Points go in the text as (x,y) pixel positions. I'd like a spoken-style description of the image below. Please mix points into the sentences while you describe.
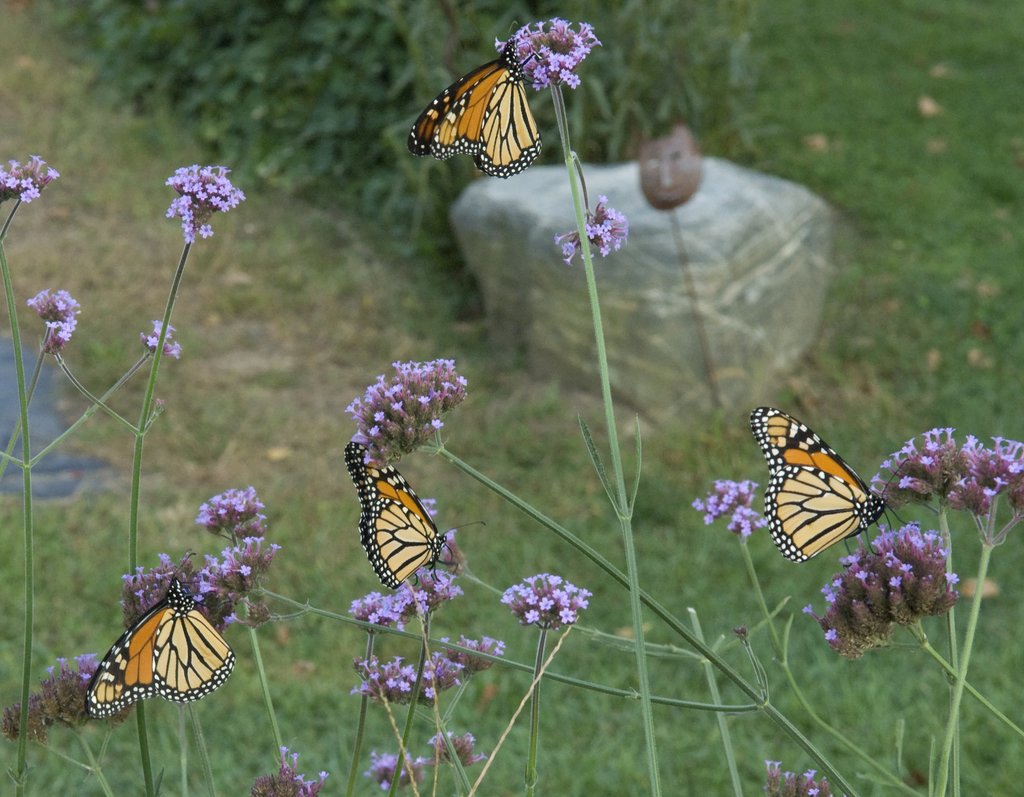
In the image there is grass (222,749) with flowers (258,589). On the flowers (921,547) there are butterflies (401,565). Behind them on the ground (312,360) there is grass (684,423). And also there is a stone (668,417).
